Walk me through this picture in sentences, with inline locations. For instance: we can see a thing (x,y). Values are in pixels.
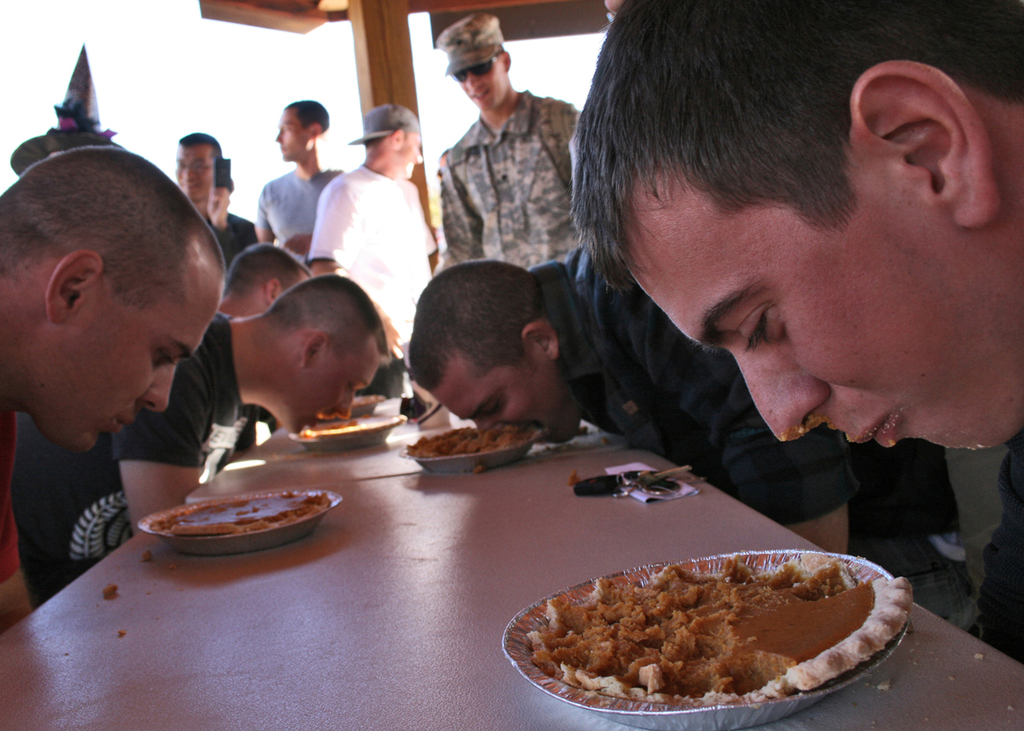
It looks like some food competition, the food (855,623) is kept in the plate (688,571) on the table (555,543) and the people (208,447) are eating the food (673,668) without touching it with their hands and behind them some people (367,181) are standing and watching the game.
